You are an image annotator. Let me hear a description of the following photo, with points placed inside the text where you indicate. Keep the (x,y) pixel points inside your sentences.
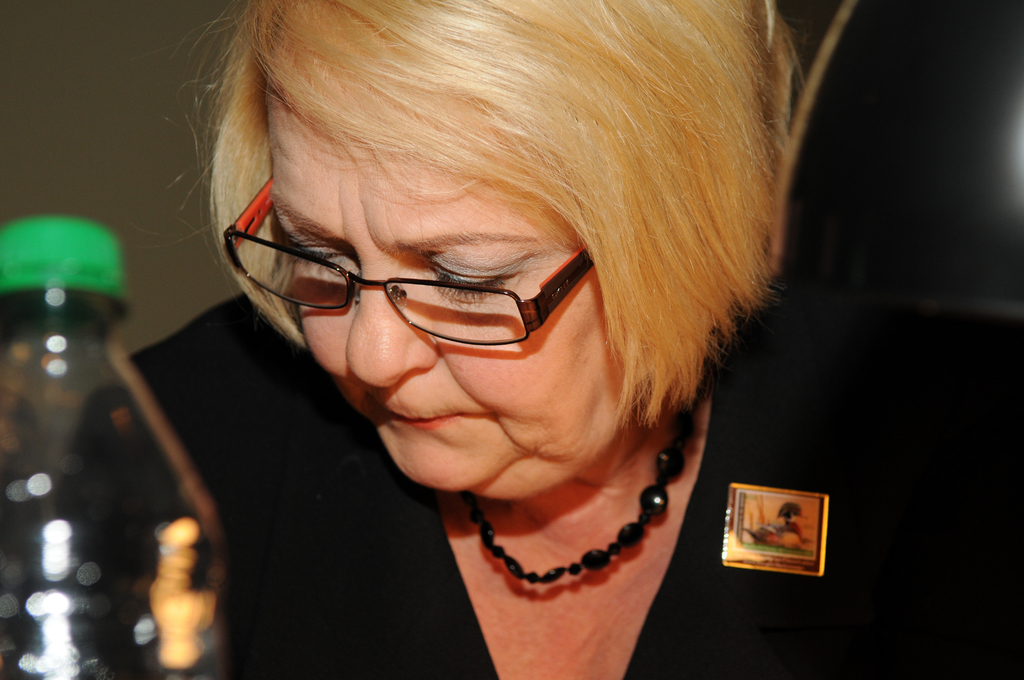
In this picture there is a women (811,426) with black dress (248,463) and spectacles (562,265) and there is a bottle (75,373) in front of the women (566,350).
